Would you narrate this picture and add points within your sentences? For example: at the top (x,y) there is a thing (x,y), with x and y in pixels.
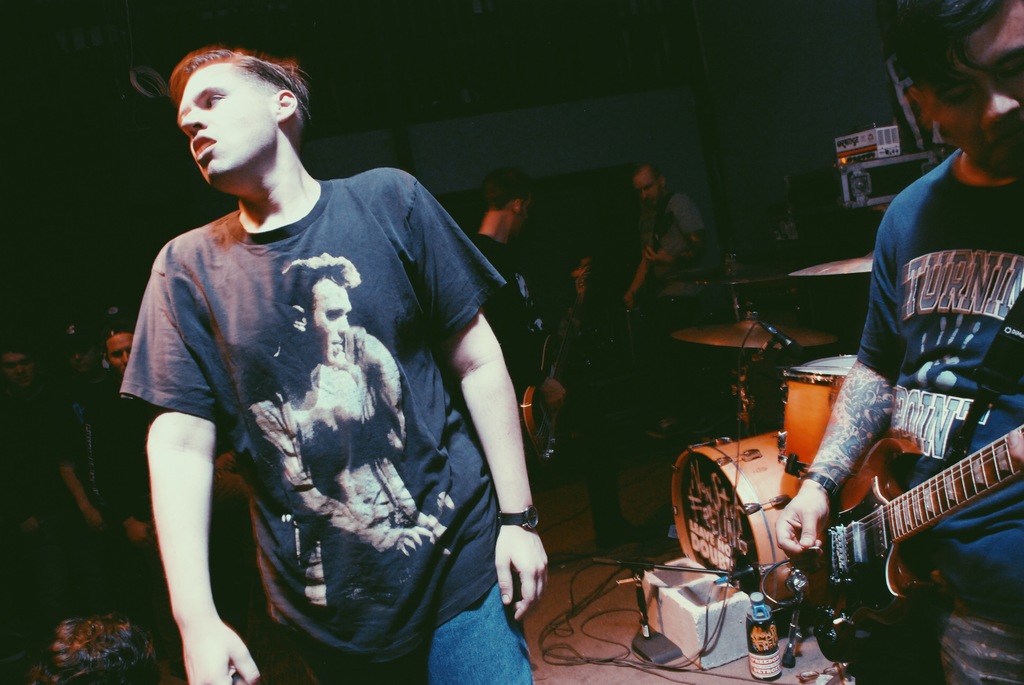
There are few people (514,198) here performing by playing musical instruments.
